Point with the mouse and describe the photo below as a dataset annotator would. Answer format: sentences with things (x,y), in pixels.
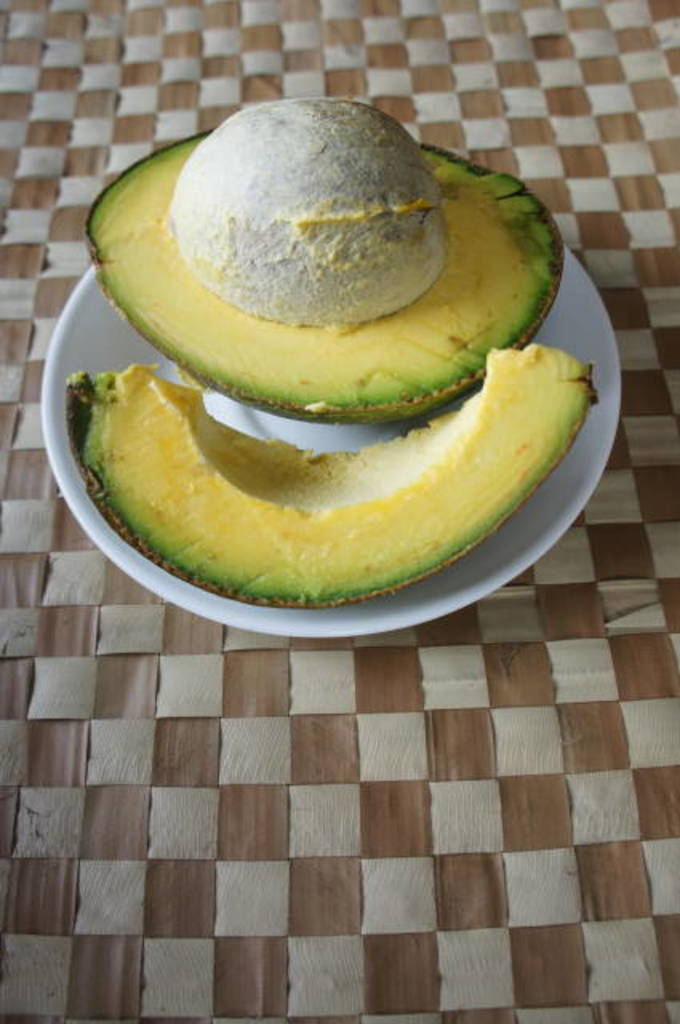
In this image we can see a fruit (367,535) placed in a plate (441,610) on the surface (302,666).
